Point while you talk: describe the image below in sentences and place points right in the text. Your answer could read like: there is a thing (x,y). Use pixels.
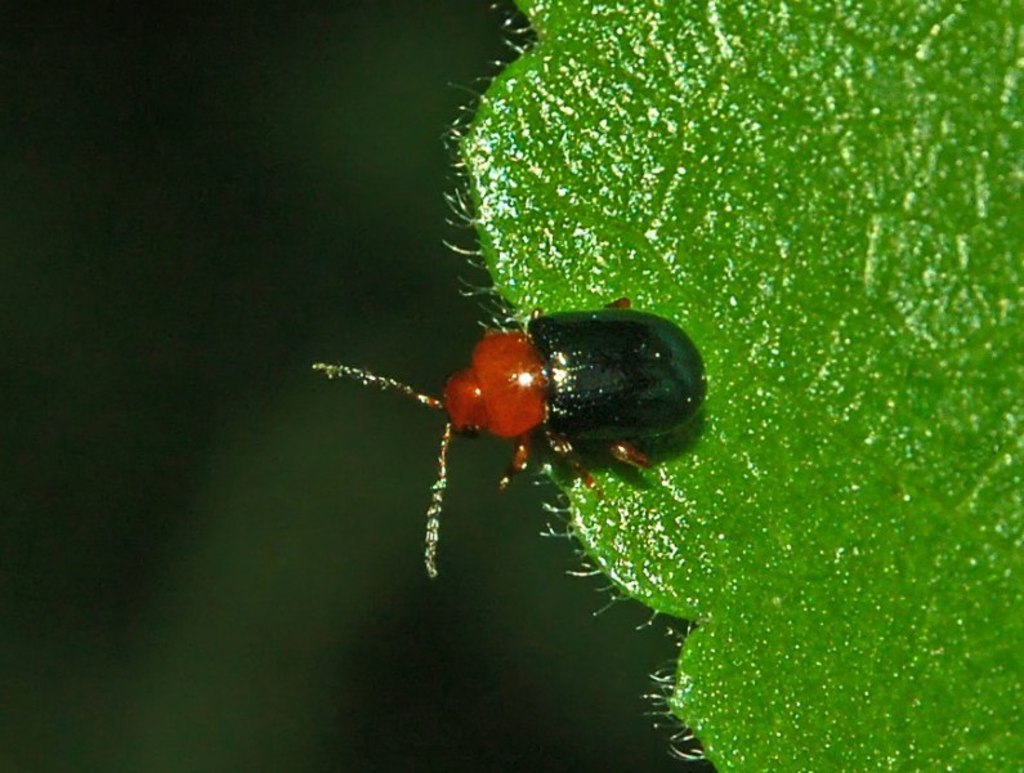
This is a zoomed in picture. In the center (599,435) there is an insect (556,448) on the green color object (746,232) seems to be a leaf (753,167) of a plant (792,135). The background of the image (187,614) is very blurry.
